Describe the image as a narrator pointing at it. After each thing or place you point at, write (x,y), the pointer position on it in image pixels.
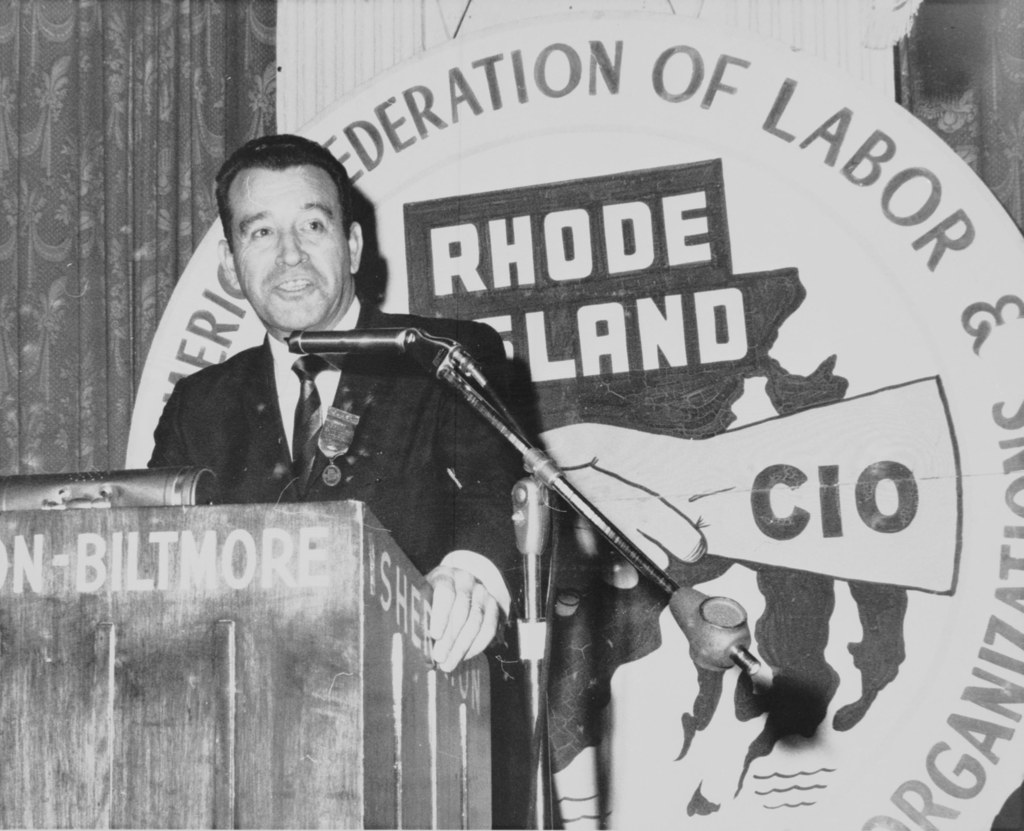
This picture consists of a person (281,393) standing in front of the podium (73,540) and in front of the person (475,432) there is a mike (336,346) and in the background (369,62) there is a text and a curtain (87,142).
